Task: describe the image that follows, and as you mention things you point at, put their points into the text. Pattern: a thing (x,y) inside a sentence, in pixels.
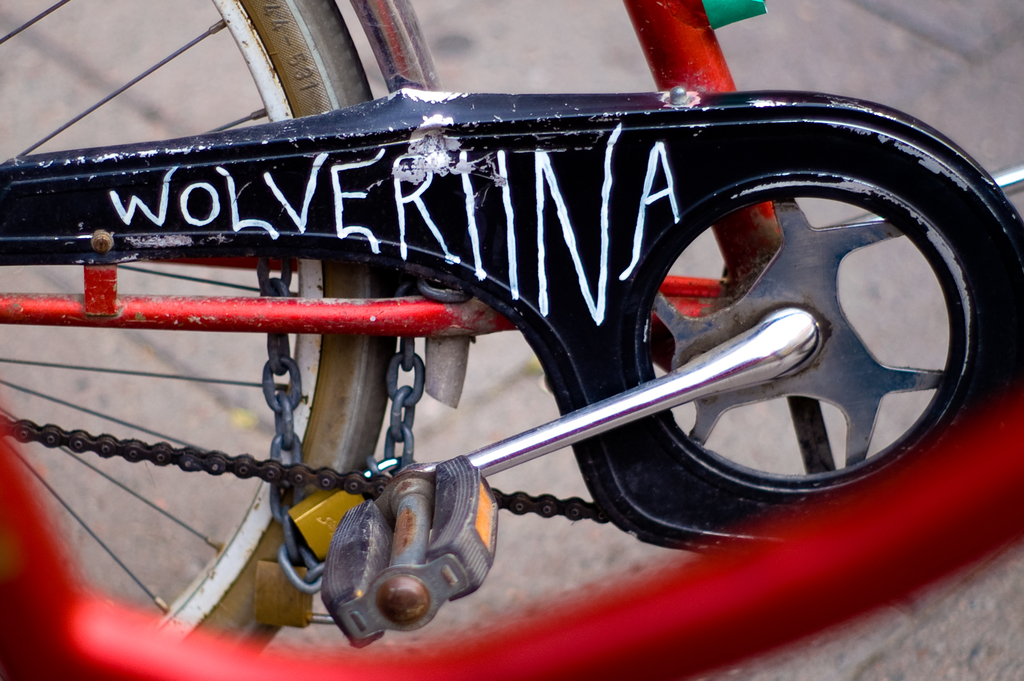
In this image I can see a bicycle (467,287) which is in red and black color. I can see chain (338,482), lock (344,501), bicycle pedal (348,520) and a wheel (341,437).
